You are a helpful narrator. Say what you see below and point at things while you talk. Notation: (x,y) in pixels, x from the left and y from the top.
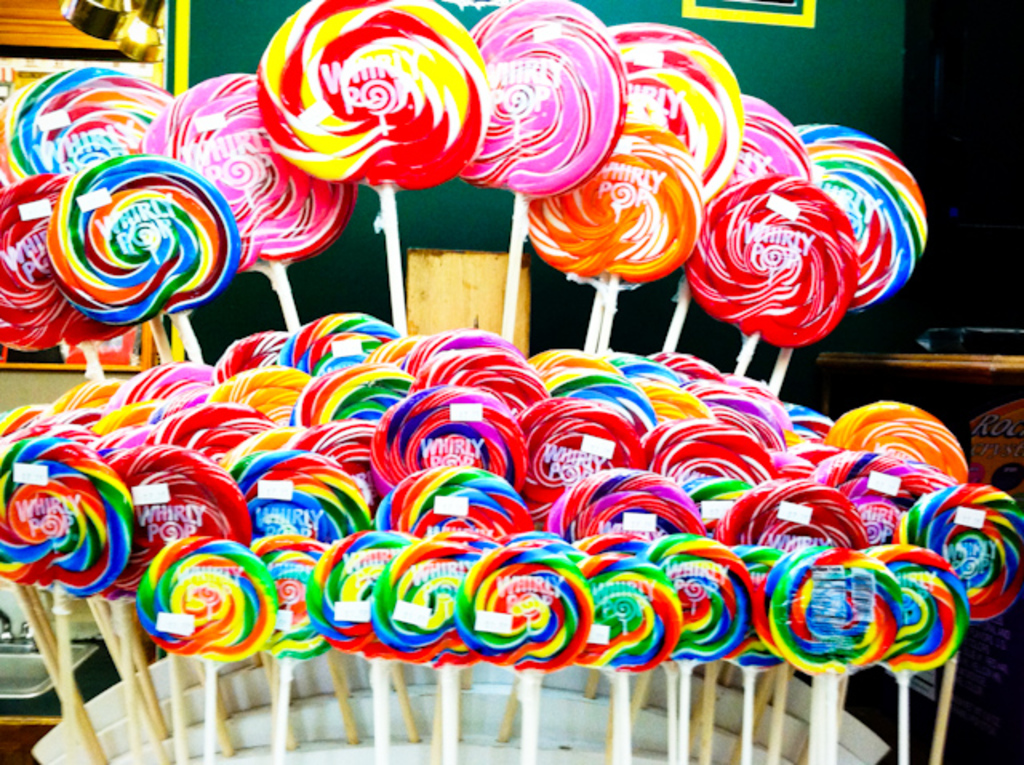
In this image there are lollipops (497,472), in the background (175,17) there is a wall (642,338).
